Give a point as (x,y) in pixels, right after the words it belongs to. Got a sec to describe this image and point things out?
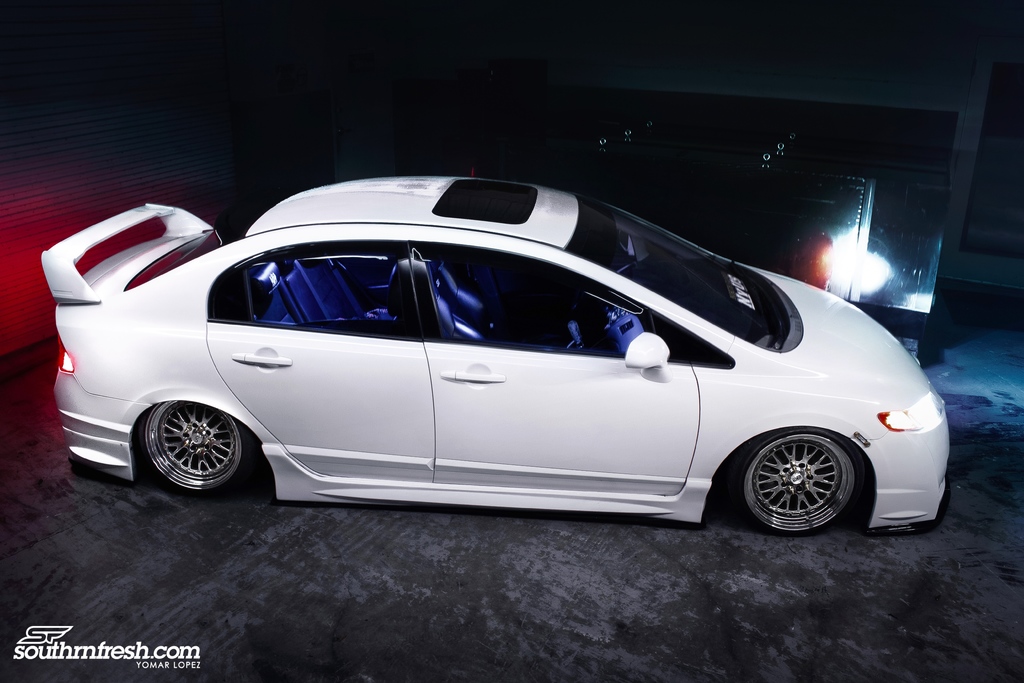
In this image there is a vehicle (559,234), behind the vehicle (571,229) there is an object (770,187). The background (724,68) is dark. At the bottom left side of the image (101,648) there is some text (115,653).
